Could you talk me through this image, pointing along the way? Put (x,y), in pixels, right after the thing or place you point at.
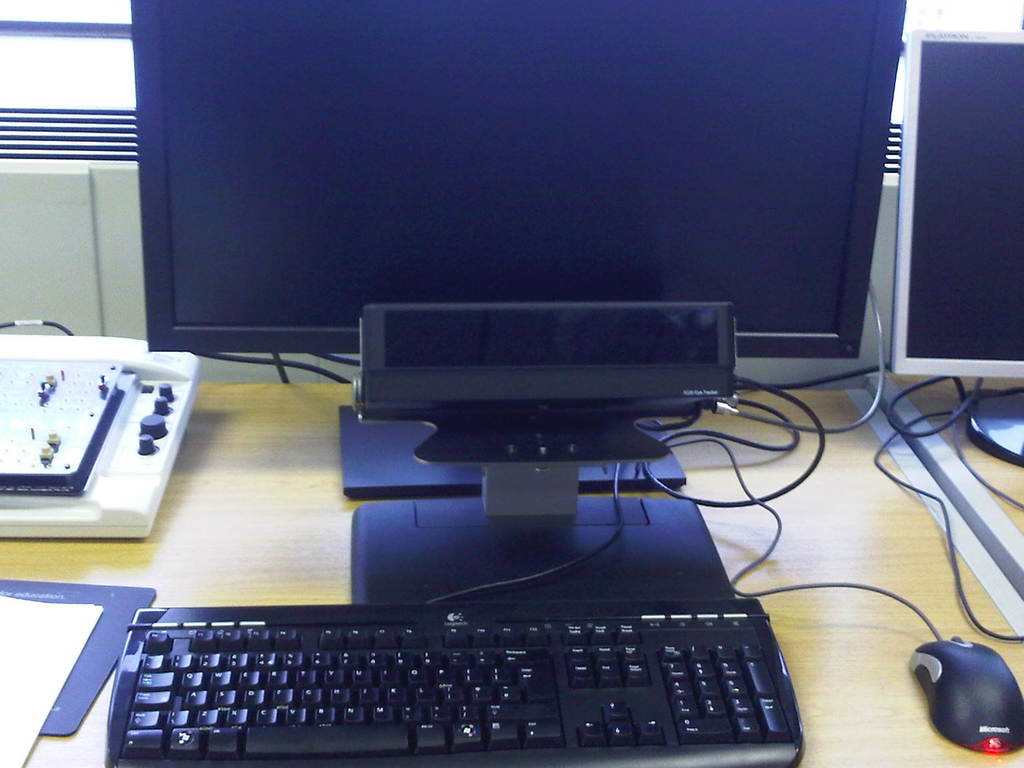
In this image in the center (597,271) there is one computer (628,96) one keyboard (512,648) and one mouse (985,662) is there, and on the right side (959,149) there is another computer (949,225) and on the left side (61,407) there is one circuit board (109,483) and some papers (51,650) are there.
